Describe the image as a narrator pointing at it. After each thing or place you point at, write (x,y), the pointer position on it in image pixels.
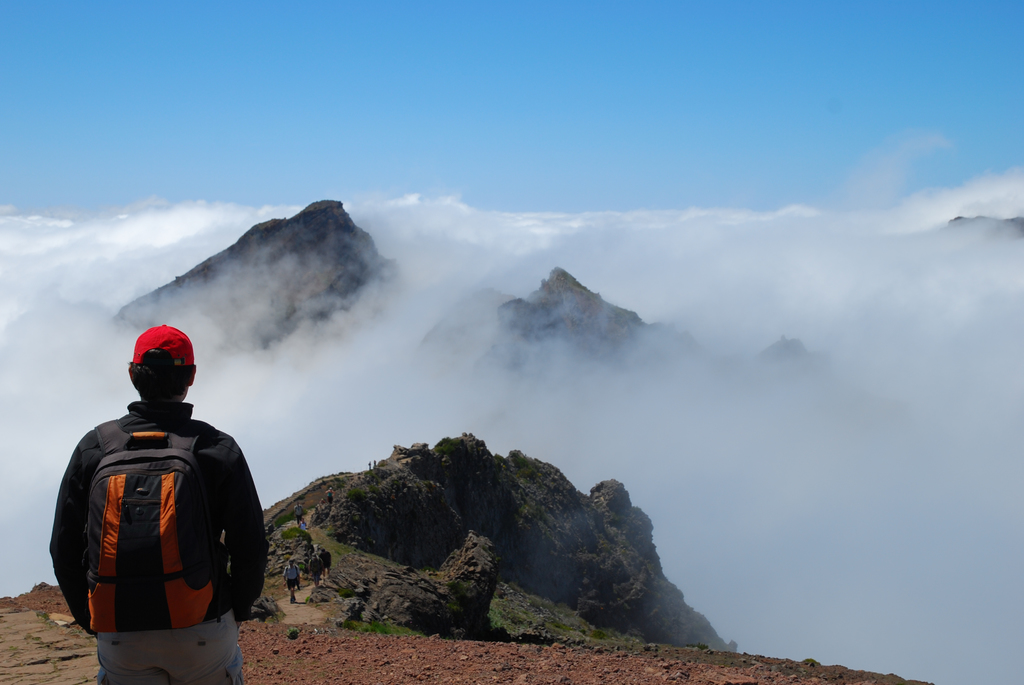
In this image we can see a person (241,483) wearing a black jacket (230,520), red color cap (156,361) and backpack (205,546) is standing on the hill (376,675). Here we can see a few more people (322,567) walking on the hill (369,545), we can see fog (802,364), mountains (234,297) and the blue color sky (470,134) in the background (633,82).
